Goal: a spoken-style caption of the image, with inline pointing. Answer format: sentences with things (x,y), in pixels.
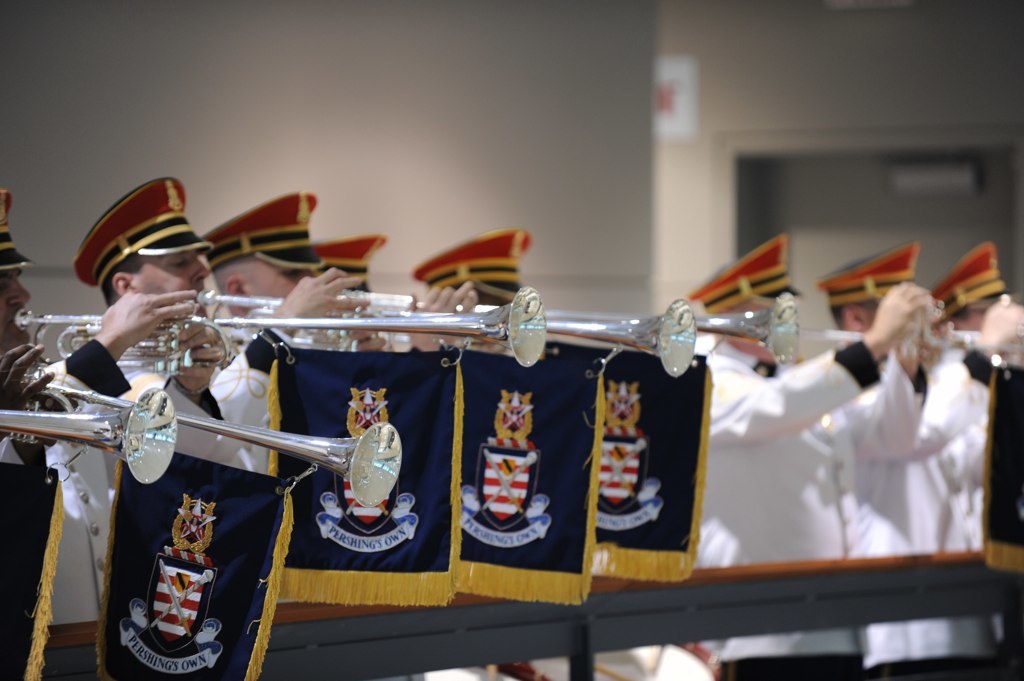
In this image I can see group of people (236,362) playing musical instrument (923,334), they are wearing white uniform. I can also see blue color flag (586,449), background (567,146) the wall (478,127) is in cream color.
